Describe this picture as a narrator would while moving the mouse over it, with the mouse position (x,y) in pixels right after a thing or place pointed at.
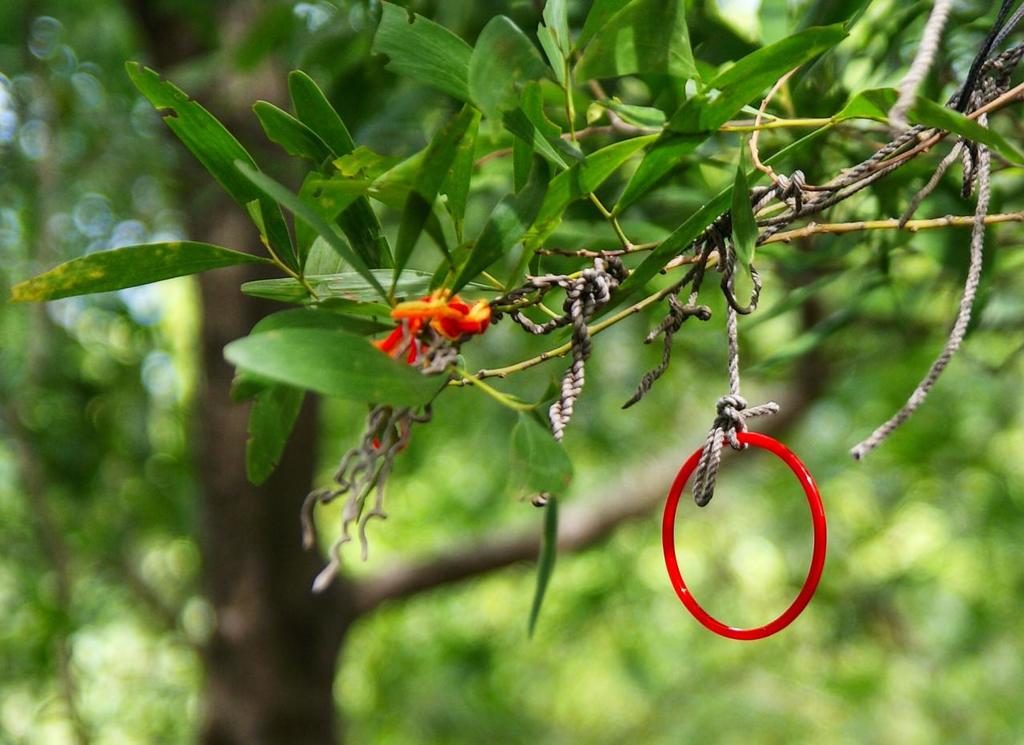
In the image we can see there is a red colour bangle (761,442) hanging from the plant (741,256) which is tied to a rope (731,406). Behind there is a tree (246,233) and the image is little blurry at the back (218,423).
